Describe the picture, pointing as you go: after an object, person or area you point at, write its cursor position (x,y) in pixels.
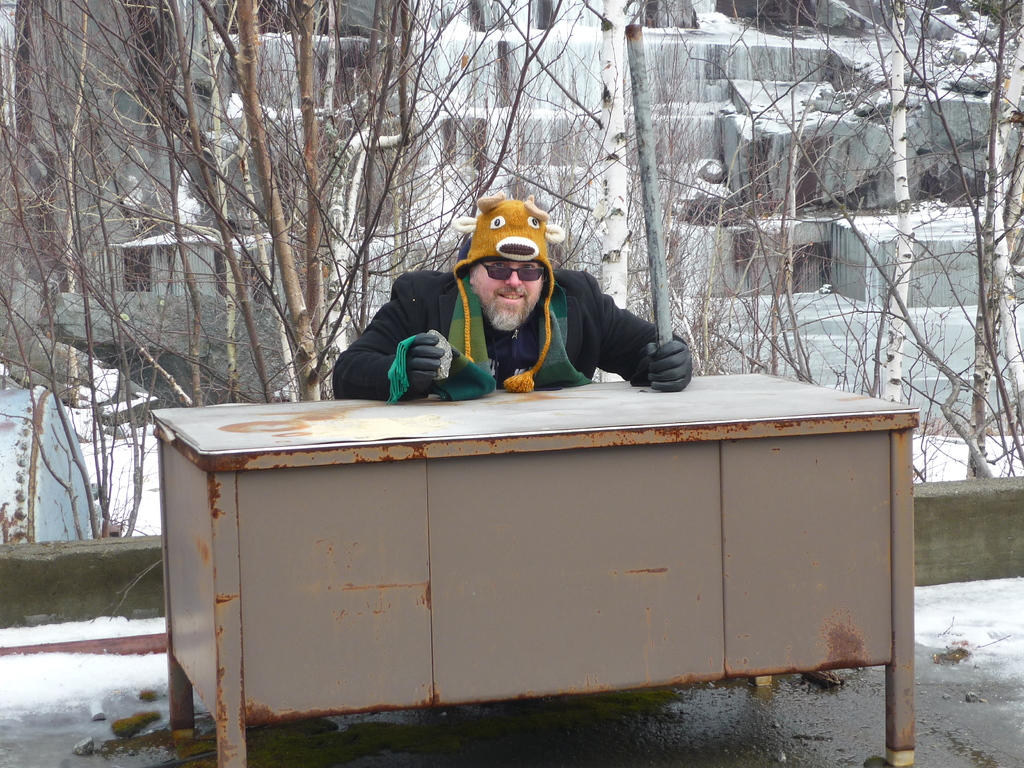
A person (489,284) is present wearing a jacket (618,322), glasses (497,276), cap (524,236) and gloves (669,349). He is holding a stone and a rod (647,193) in his hands (646,357). There is a table (620,558) in front of him. There are dry trees (358,173) behind him.
